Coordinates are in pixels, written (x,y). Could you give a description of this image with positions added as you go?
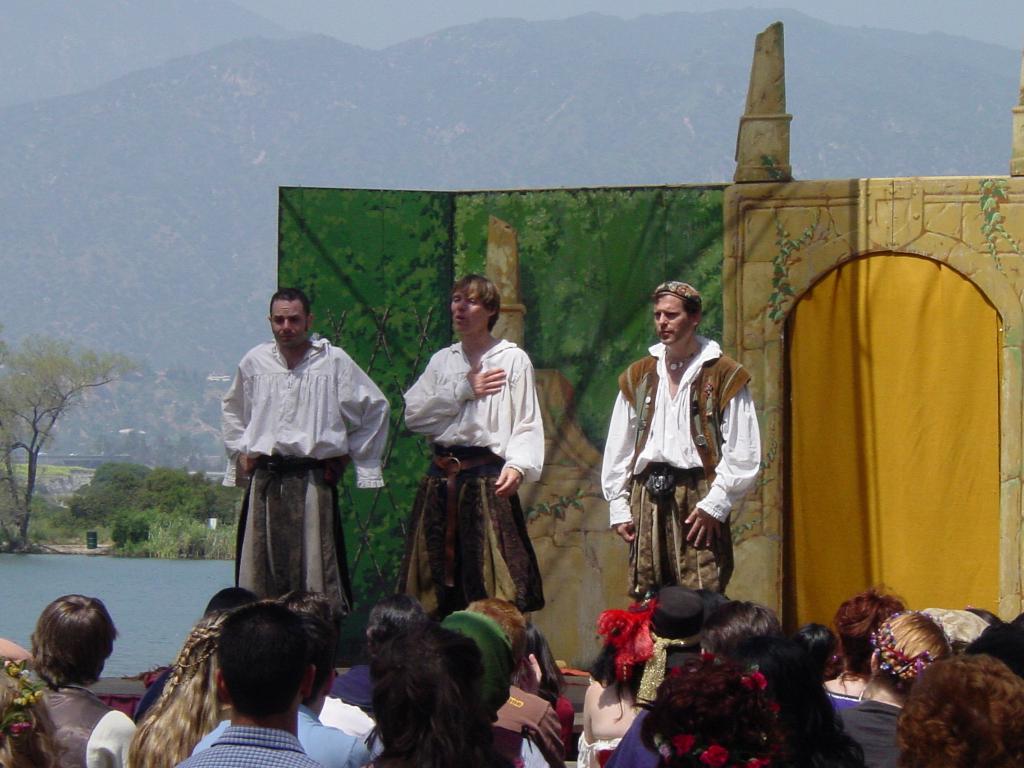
In this image I can see the group of people (429,717) with different color dresses (538,725). In-front of these people (420,693) I can see three people (475,506) and the stage setting (651,306). To the left (58,596) I can see the water (64,589) and the plants (110,491). In the background (93,453) I can see the mountains (373,105) and the sky (312,32).
